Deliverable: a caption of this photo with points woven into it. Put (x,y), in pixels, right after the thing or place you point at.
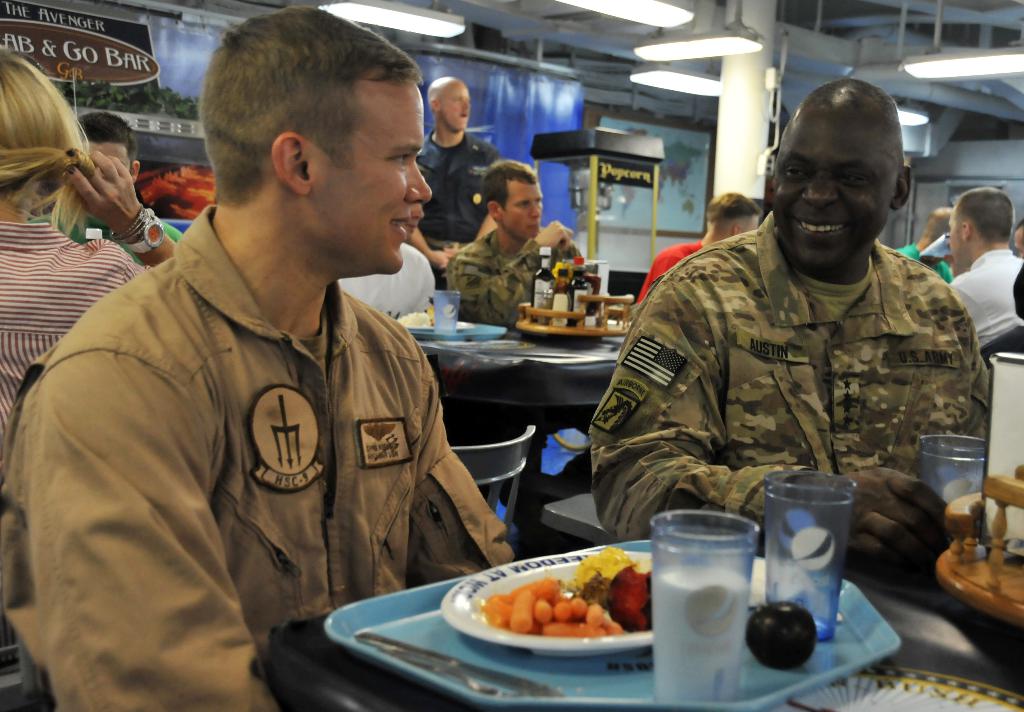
Here there are two men (353,402) sitting on the chairs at the table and both are smiling. On the table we can see food items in a plate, two glasses (665,669), spoons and a fruit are on another plate (650,660) and there are other objects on the table (363,677). In the background (534,264) there are few persons (48,261) sitting on the chairs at the tables (524,354) and on a table (495,364) we can see condiment bottles (561,295), glass (442,318) and food items (428,319) in a plate (484,331) and there are lights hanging to the rooftop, hoardings (88,53), boards (622,171), poles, walls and other objects (587,194).
